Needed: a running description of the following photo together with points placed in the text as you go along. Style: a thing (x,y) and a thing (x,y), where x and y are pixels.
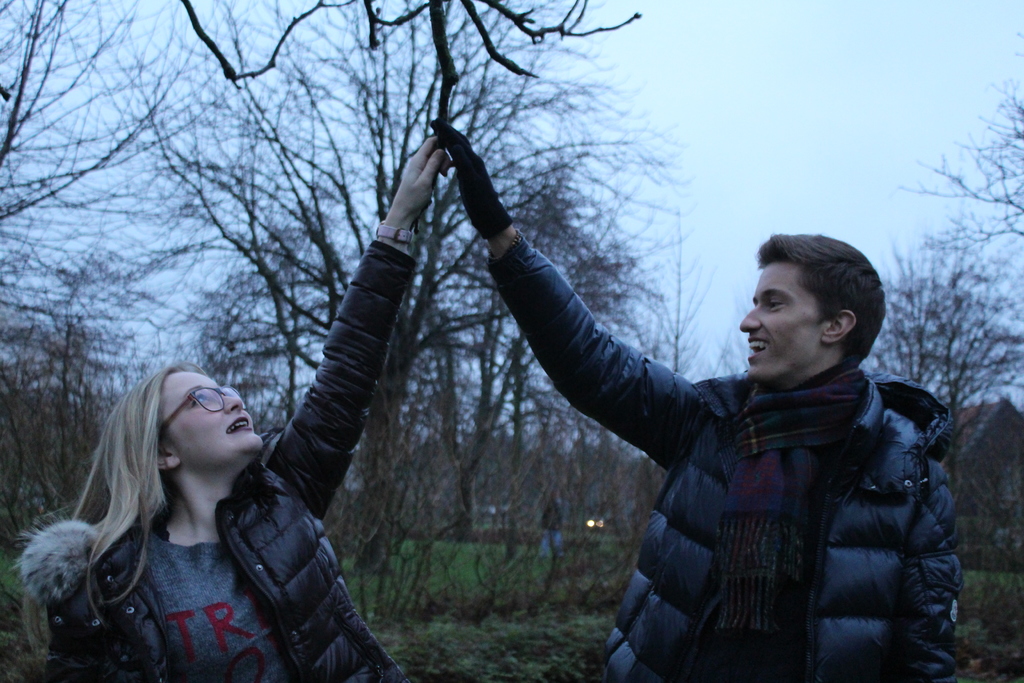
In this image we can see two persons (331,479) standing, there are some trees (511,525), grass (460,573) and a house (970,420), in the background (596,131) we can see the sky (600,75).
